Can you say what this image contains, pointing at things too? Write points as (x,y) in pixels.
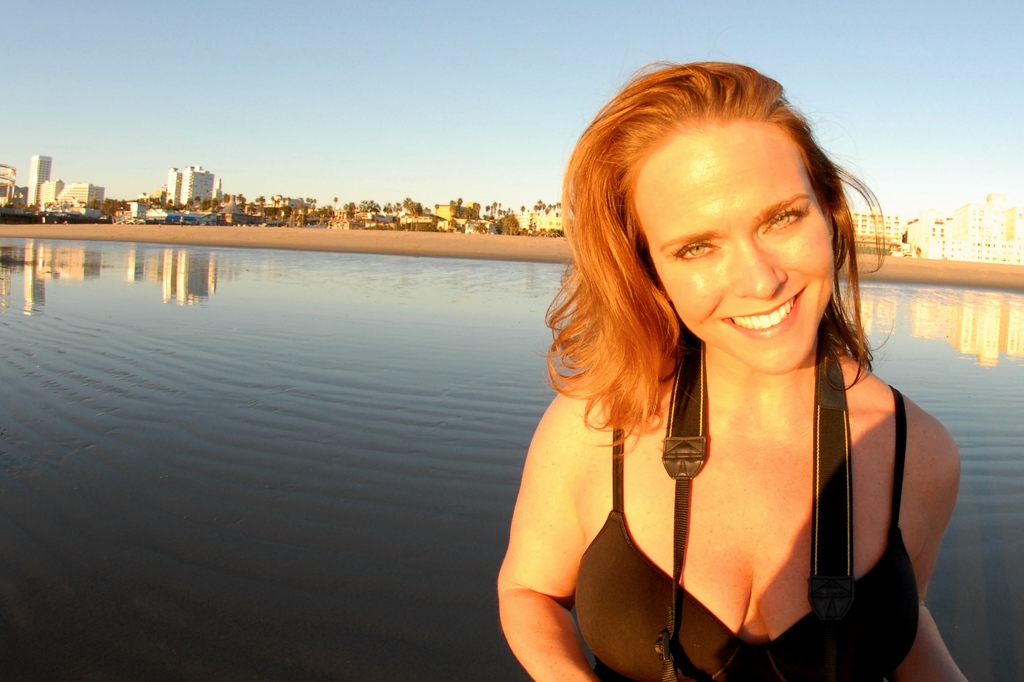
In the foreground of the picture (709,448) there is a woman (756,263), behind her there is a water body (385,315) and sand (335,241). In the background (295,205) there are trees (535,209) and buildings (335,222). Sky (225,145) is sunny.
